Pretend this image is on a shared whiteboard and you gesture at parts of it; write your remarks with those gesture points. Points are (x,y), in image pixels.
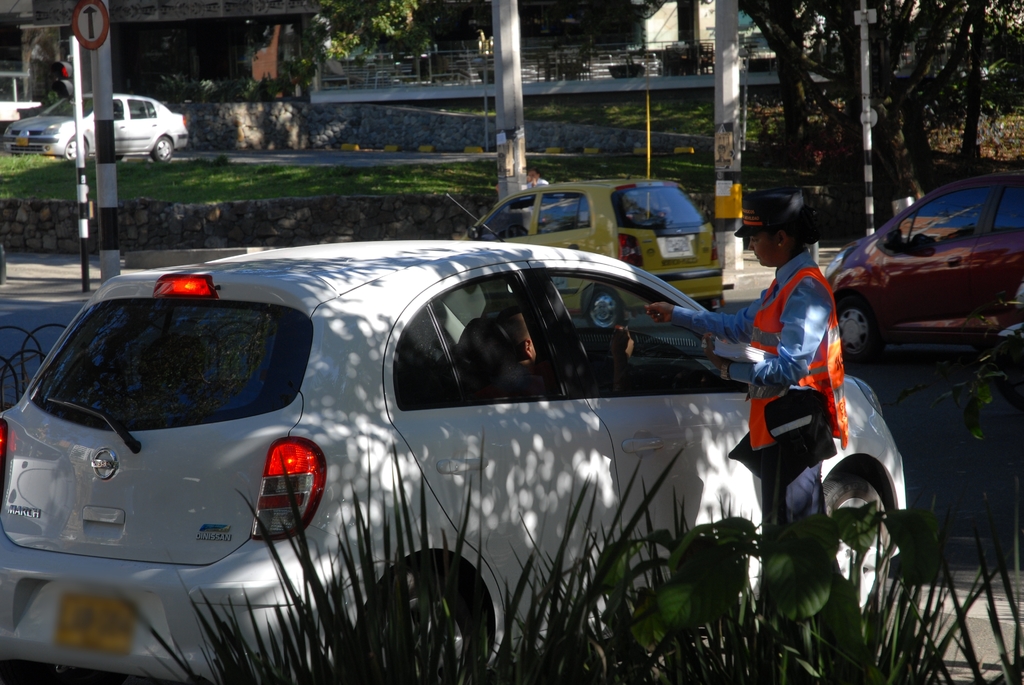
In this picture we can observe a white color car (386,470) on the road (1008,501). Beside the car (534,495) there is a person (757,425) standing, wearing orange color coat (820,389). We can observe yellow and maroon color cars (716,246) here. There are poles (118,225) in this picture. In the background (795,78) we can observe some trees (357,30), railing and a wall (325,133).
